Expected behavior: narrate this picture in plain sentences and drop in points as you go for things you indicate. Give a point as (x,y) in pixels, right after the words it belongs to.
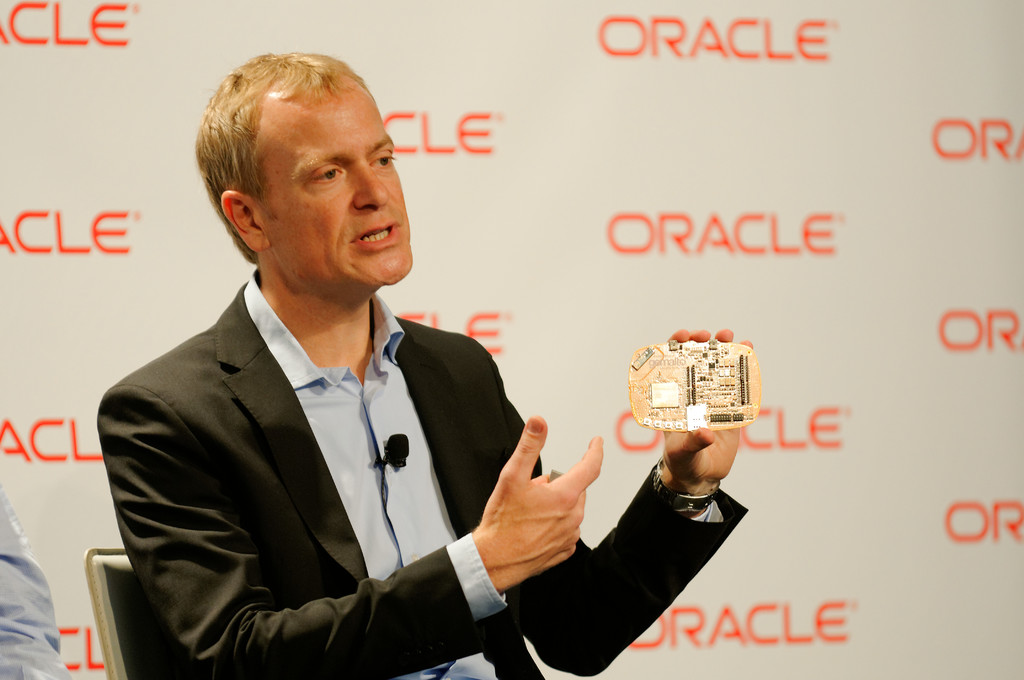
In the background (523,67) we can see a banner (644,83). We can see a man (228,157) sitting on a chair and he is holding an object (644,358) and talking.
